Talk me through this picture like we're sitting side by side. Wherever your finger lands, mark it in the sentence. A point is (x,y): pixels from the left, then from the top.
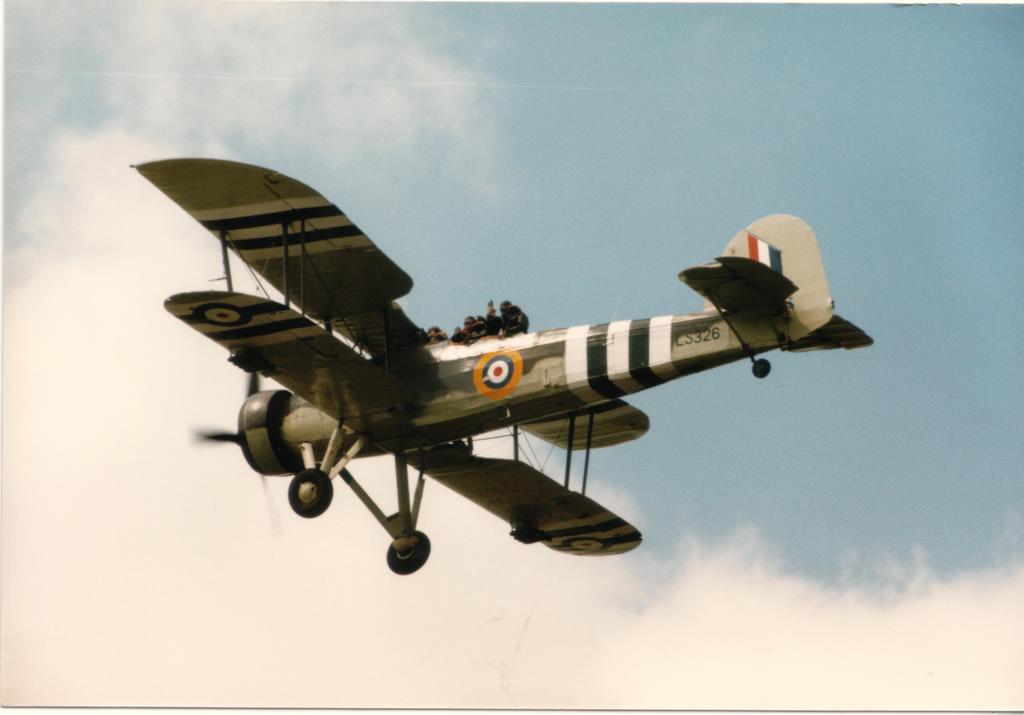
This image consists of a biplane (438,402) flying in the air (538,447). And we can see persons (505,326) on the plane (507,394). In the background (541,690), there are clouds (555,685) in the sky (493,456).
